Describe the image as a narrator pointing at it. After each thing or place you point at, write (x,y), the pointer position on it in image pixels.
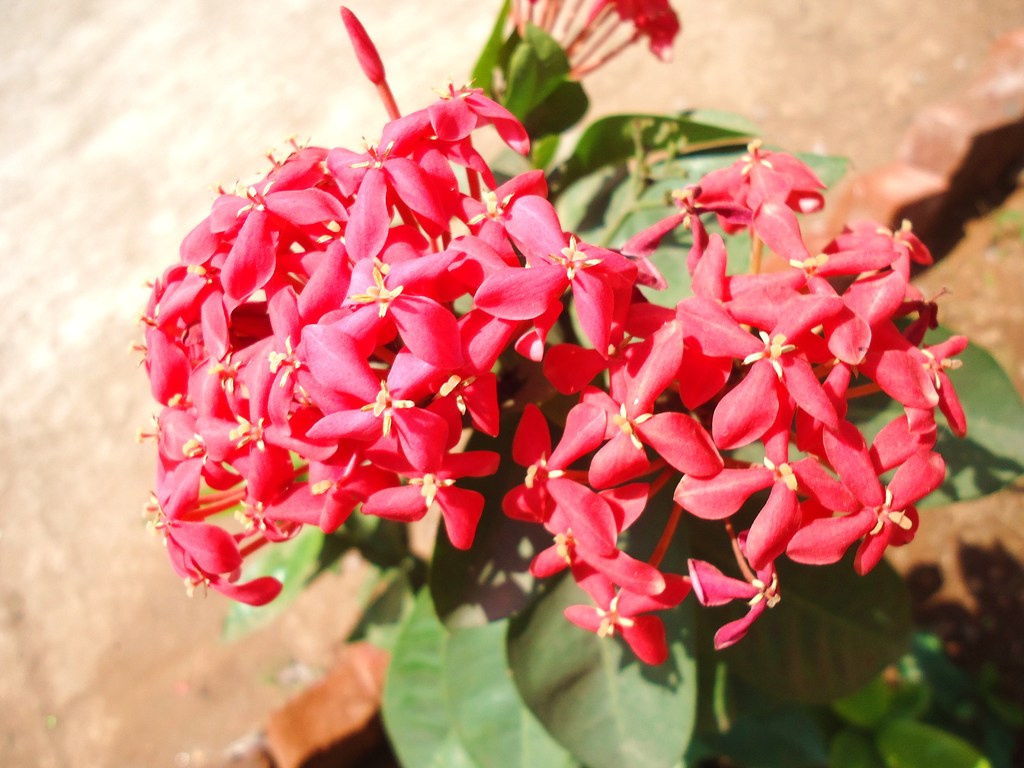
In this image I can see few flowers (389,296) which are red and yellow in color to a plant (570,406) which is green in color. In the background (344,702) I can see the ground (213,118) and few bricks (909,193) which are brown in color.
